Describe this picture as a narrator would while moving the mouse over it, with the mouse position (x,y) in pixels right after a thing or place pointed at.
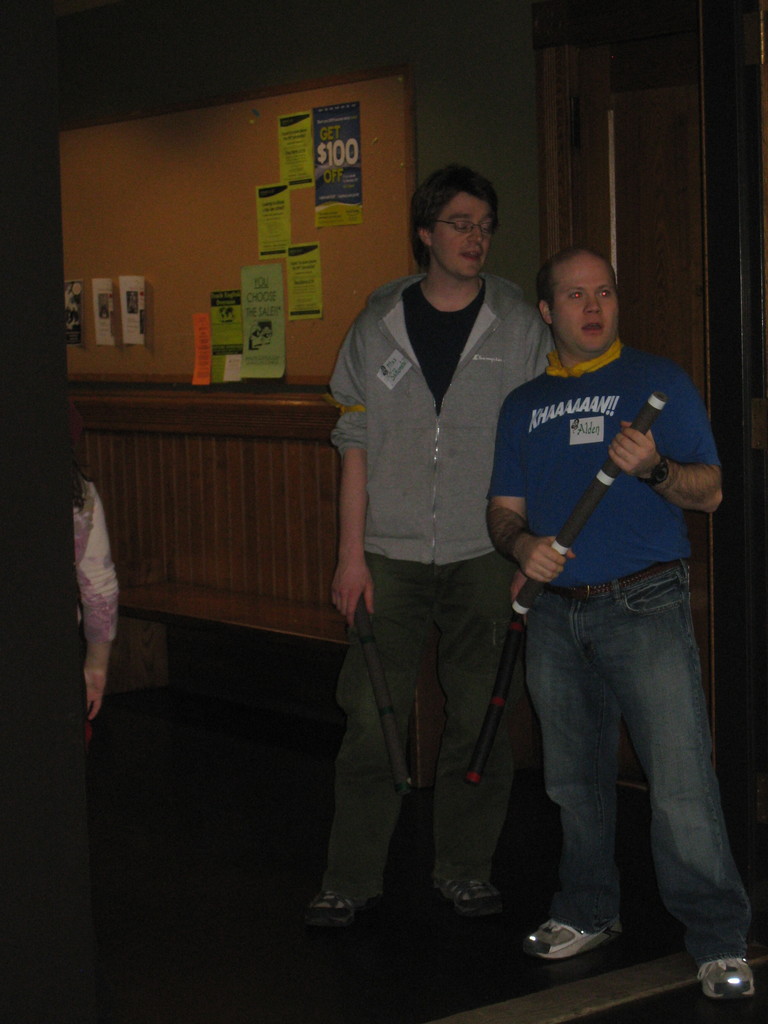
In this image there are two men (505,525) who are standing on the floor (481,939) are holding the sticks (558,541). In the background (261,293) there is a notice board (178,242) on which there are poster (259,287) and stickers (130,331). On the left side (91,590) there is another person (91,590). In the background (679,200) there is a door (689,208).
